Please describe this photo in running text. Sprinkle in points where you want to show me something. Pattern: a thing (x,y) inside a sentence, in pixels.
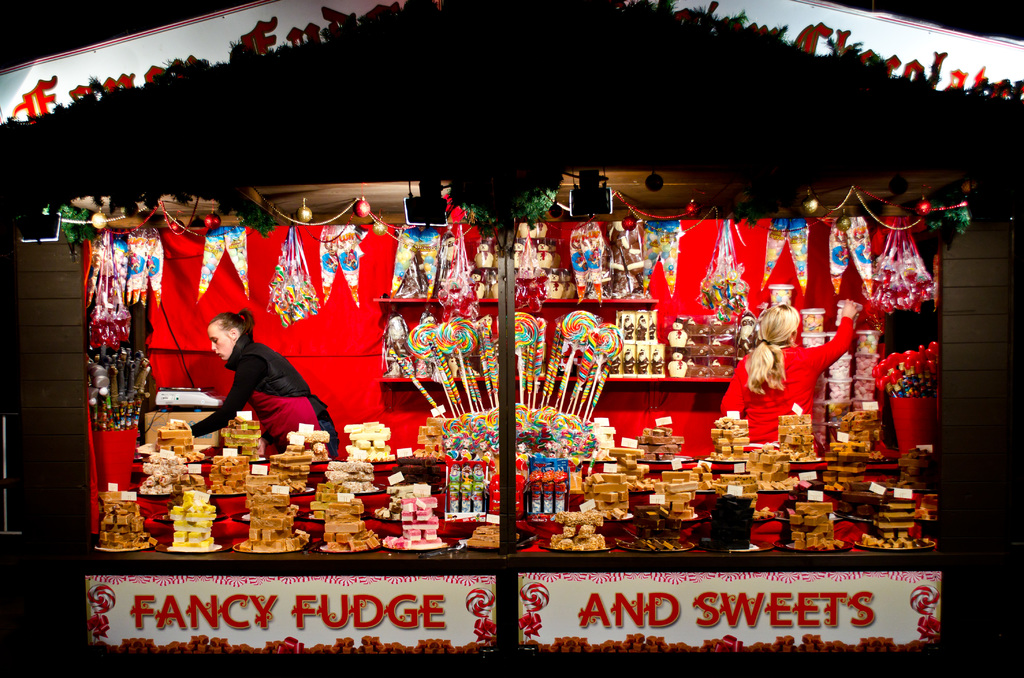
In this image I can see the stall (376,376) and I can also see few food items (665,525) in the stall (216,378). In the background (332,425) I can see the person (230,343) standing and I can see few decorative items (81,216). In front (774,608) I can see the board (456,607).
